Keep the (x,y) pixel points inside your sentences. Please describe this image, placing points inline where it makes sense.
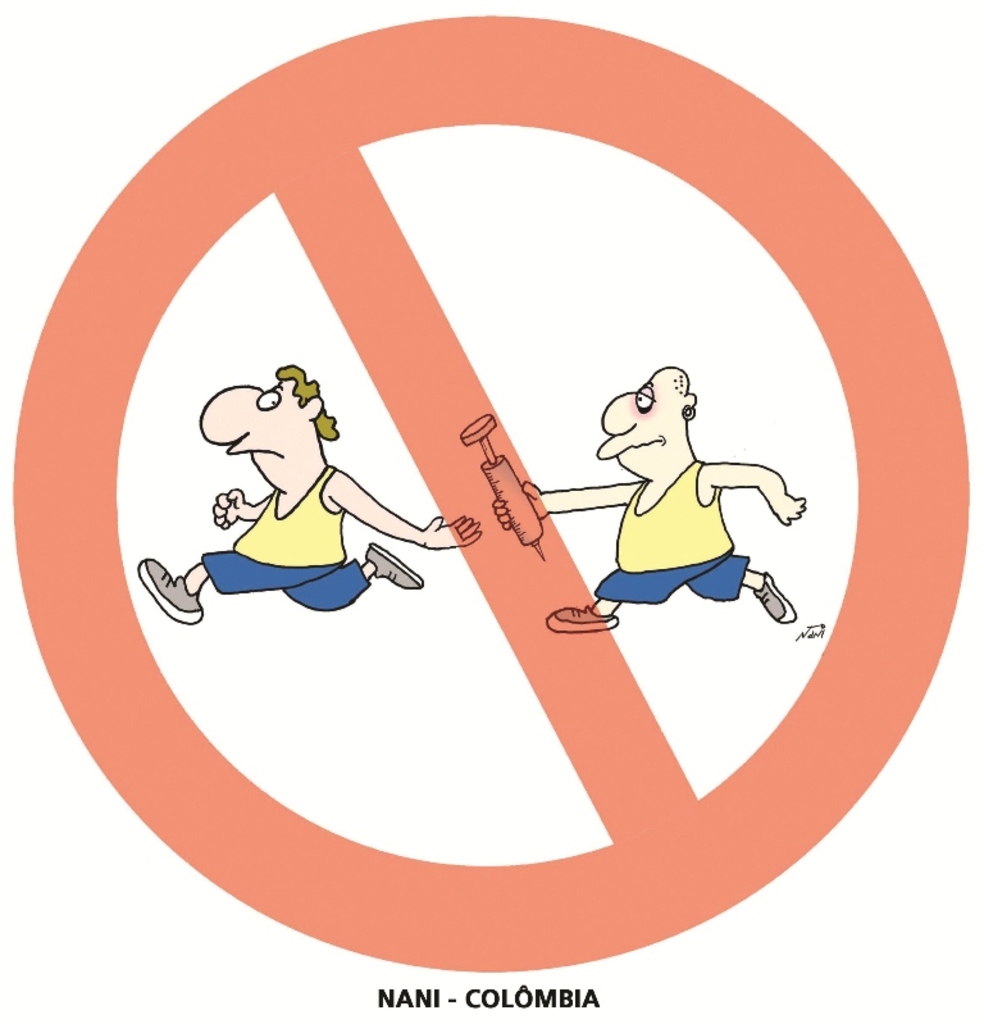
In this picture we can see a poster (682,383). In this poster (701,390) we can see a person (624,558) holding an object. There is another person (228,579) running.
